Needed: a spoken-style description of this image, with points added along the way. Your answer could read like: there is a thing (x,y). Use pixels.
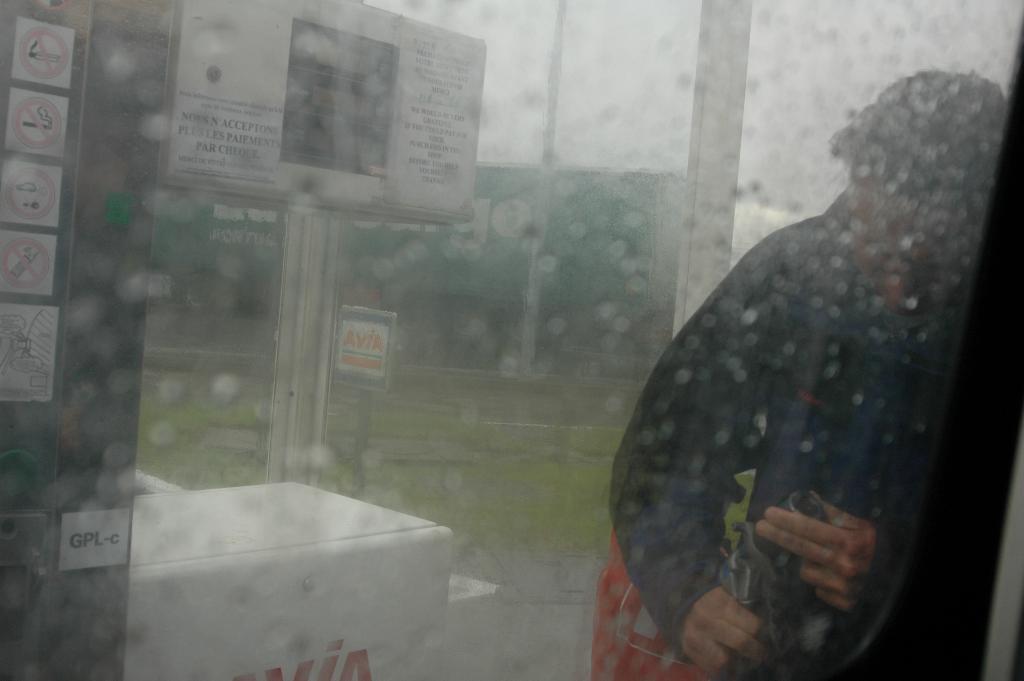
On the right (804,418) there is a man (889,423) who is wearing hoodie (842,332) and bag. He is holding a fuel nozzle (811,512). On the left (58,47) we can see poster (58,116) of smoking. Here we can see sign boards (383,312) and banners (383,352). In the back (621,242) there is a shed (582,242). Here we can see grass (500,508). On the top (585,23) there is a sky (585,50). On the glass (725,440) we can see water drops (427,199).
